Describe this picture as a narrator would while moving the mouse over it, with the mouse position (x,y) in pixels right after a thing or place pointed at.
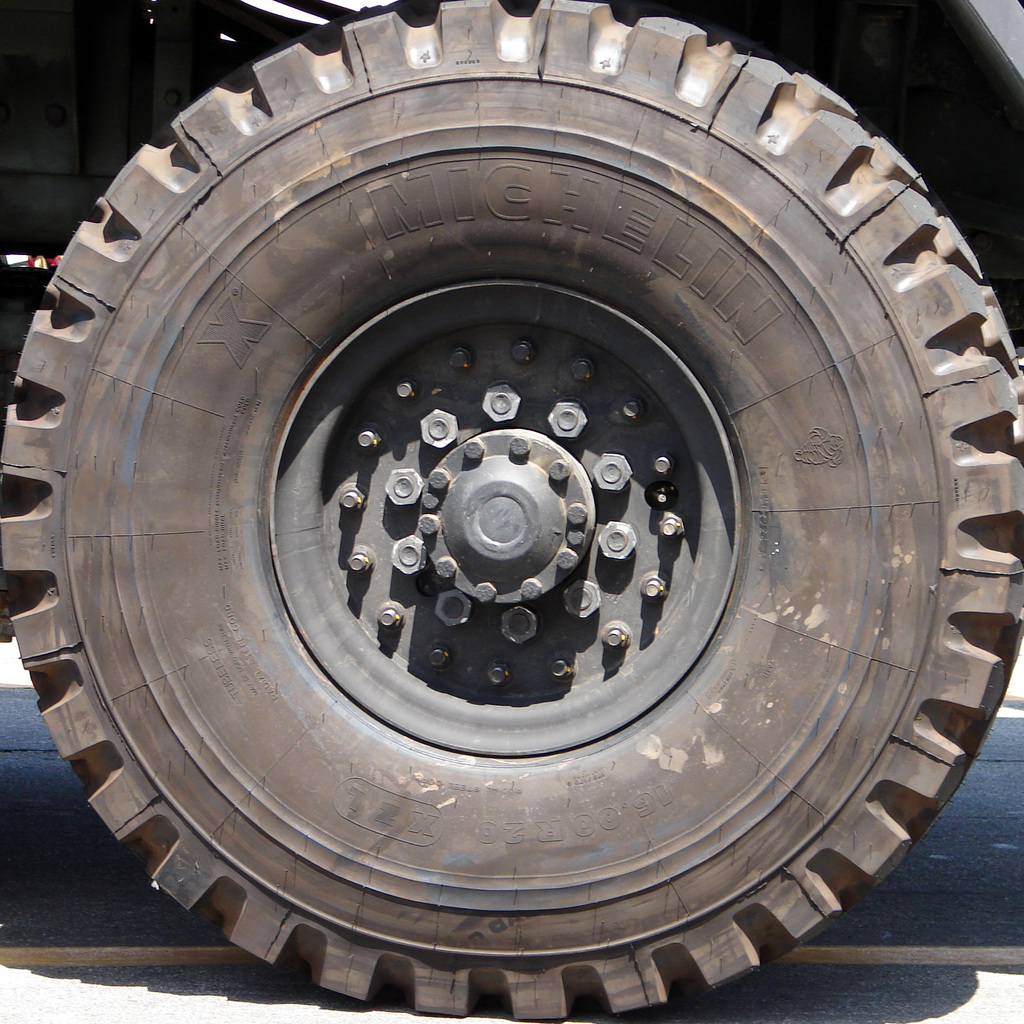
In this image we can see tire (405,104) and shadow (808,960) on the road (990,973).
